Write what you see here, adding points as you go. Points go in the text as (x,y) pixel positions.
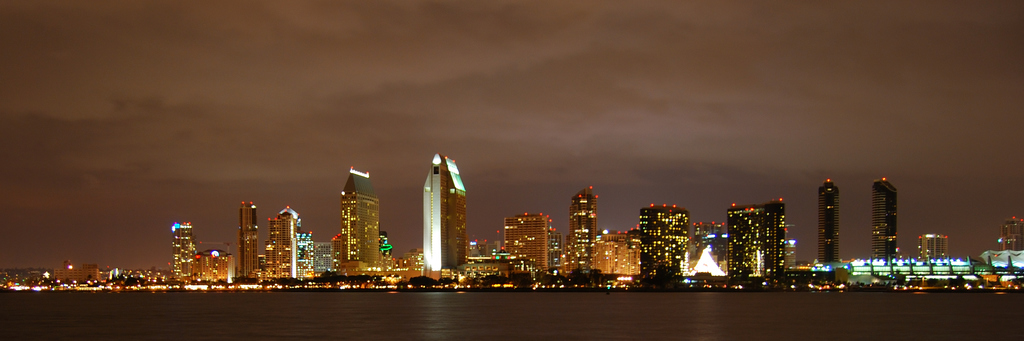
These are the buildings (363,204) in the nighttime. At the bottom (464,306) this is water (464,306) and at the top (294,76) it's a sky (477,70) in the night.
